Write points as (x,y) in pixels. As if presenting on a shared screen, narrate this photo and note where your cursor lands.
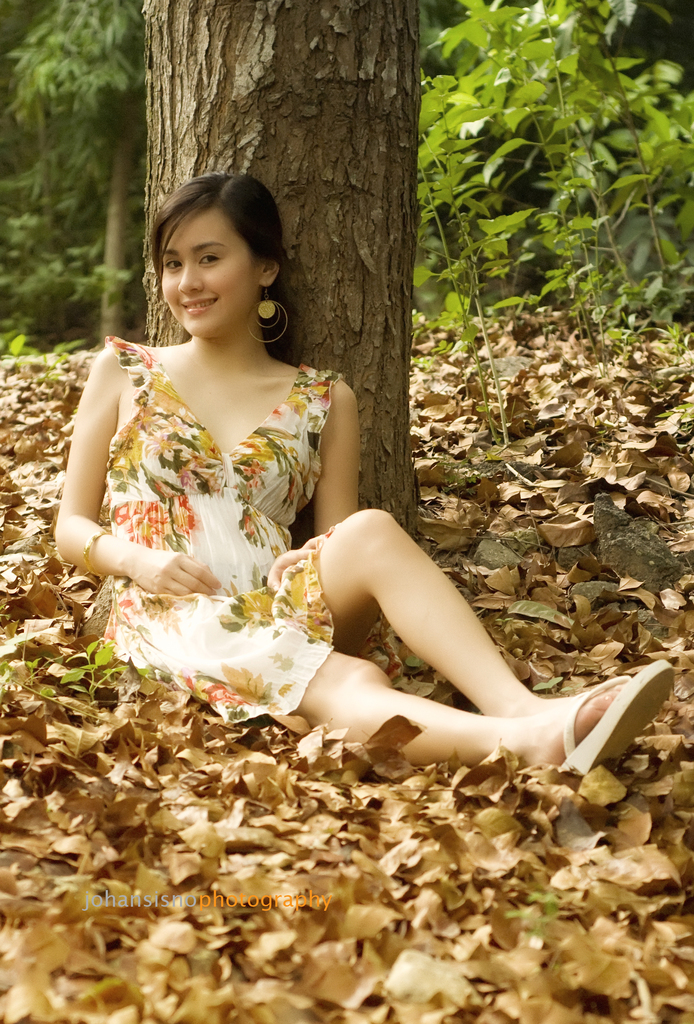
There is a lady (209,424) sitting near to a tree trunk (355,296). On the ground (93,670) there are dried leaves (431,853). In the background (466,205) there are trees (122,81). Also there is watermark (121,896) on the image.
